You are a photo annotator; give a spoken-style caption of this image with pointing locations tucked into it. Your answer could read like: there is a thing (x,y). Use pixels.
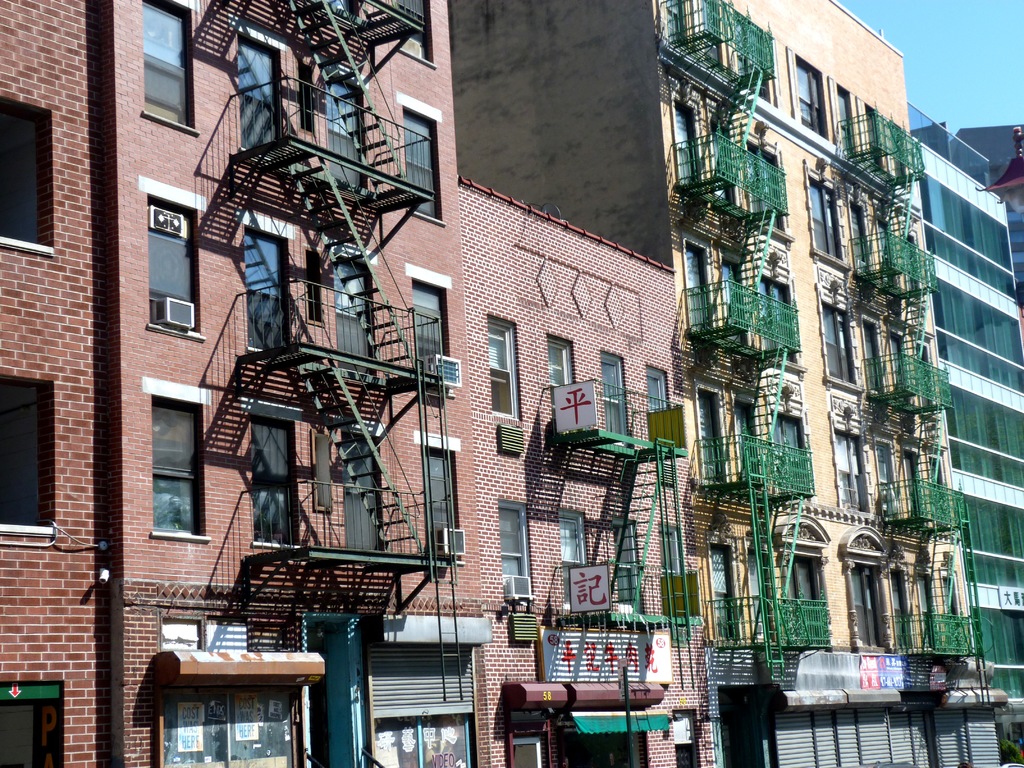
In this picture we can see buildings (504,446), there is the sky (977,18) at the right top of the picture (981,41), we can see stairs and railings (342,296) of these buildings (780,423), at the bottom (911,755) there are shutter (785,735), we can see glasses (415,735) at the left bottom (284,728), there are some papers (254,739) pasted on this glass (278,712), we can see windows (899,579) and glasses (151,18) of these buildings (880,225).
